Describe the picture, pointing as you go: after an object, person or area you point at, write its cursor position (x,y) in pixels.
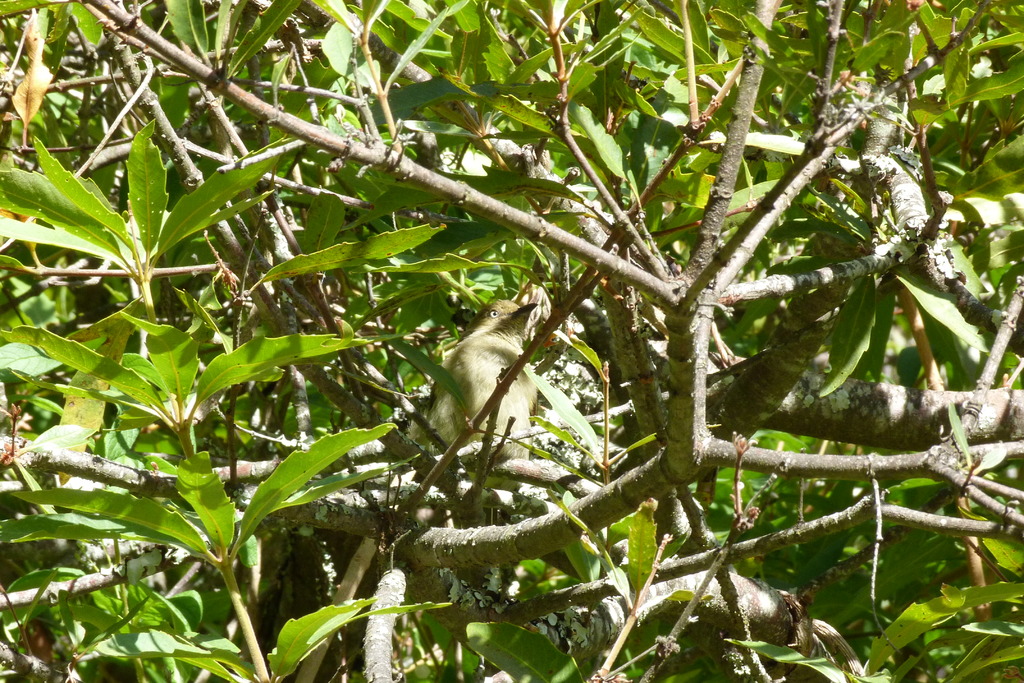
This is the picture of a tree (456,393). In this image there is a bird (485,345) sitting on the branch (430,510) of the tree (538,512). There are green color leaves (157,395) on the tree (204,590).
